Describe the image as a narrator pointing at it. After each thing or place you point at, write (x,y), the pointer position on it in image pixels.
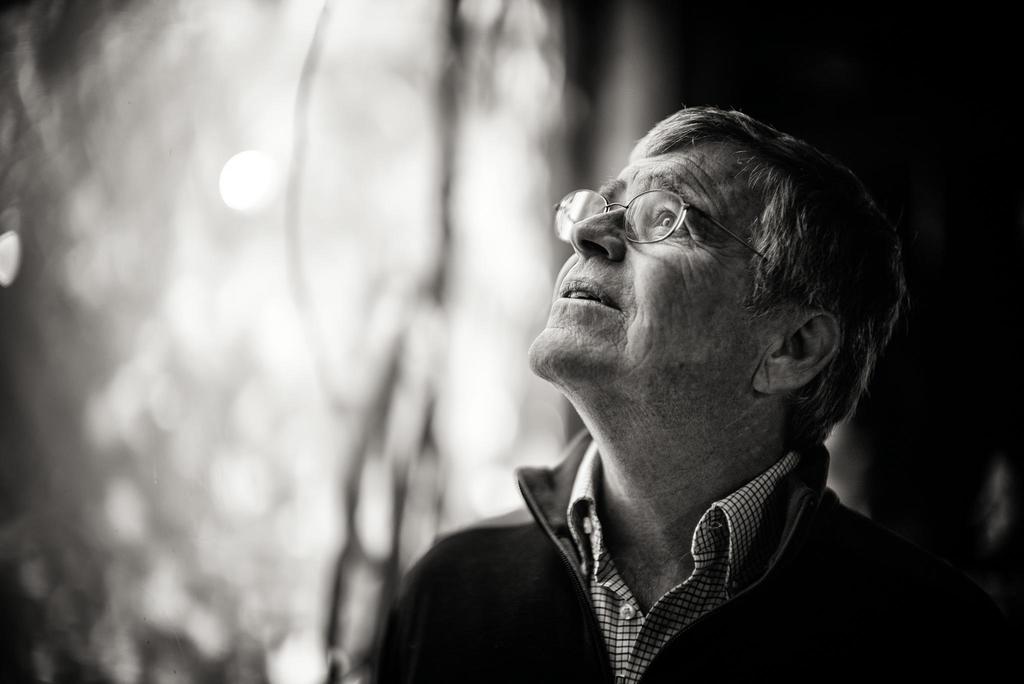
There is a man (555,489) looking at upwards and wore spectacle (709,218). In the background (353,111) it is blur.
